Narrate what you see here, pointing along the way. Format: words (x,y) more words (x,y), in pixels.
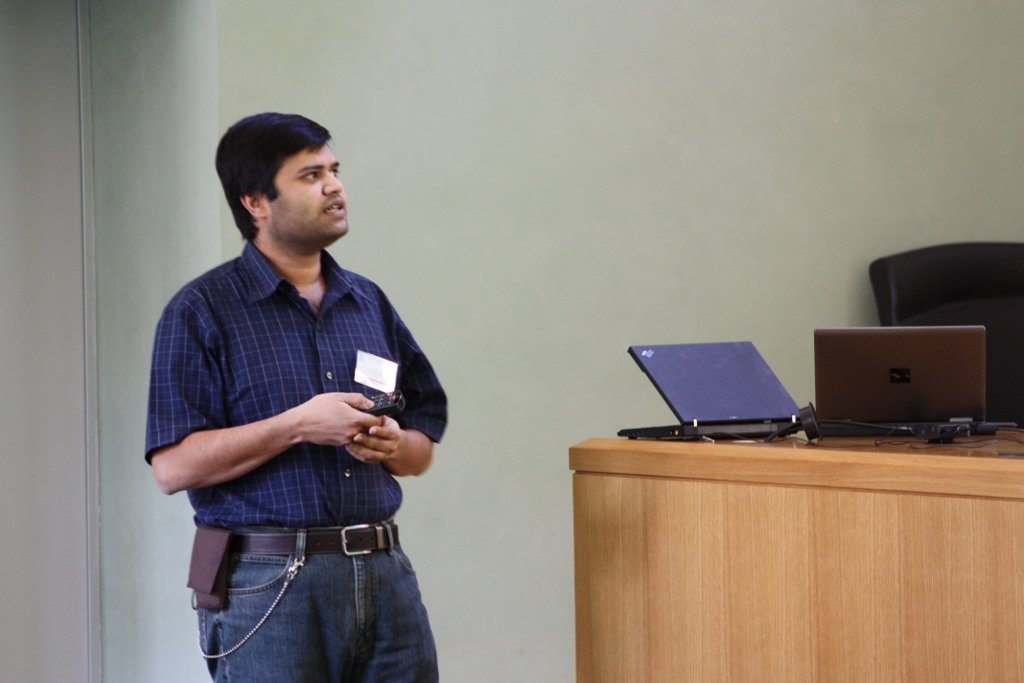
There is a man (284,369) standing in front of table (977,501) and laptops (714,412) in front of that.
